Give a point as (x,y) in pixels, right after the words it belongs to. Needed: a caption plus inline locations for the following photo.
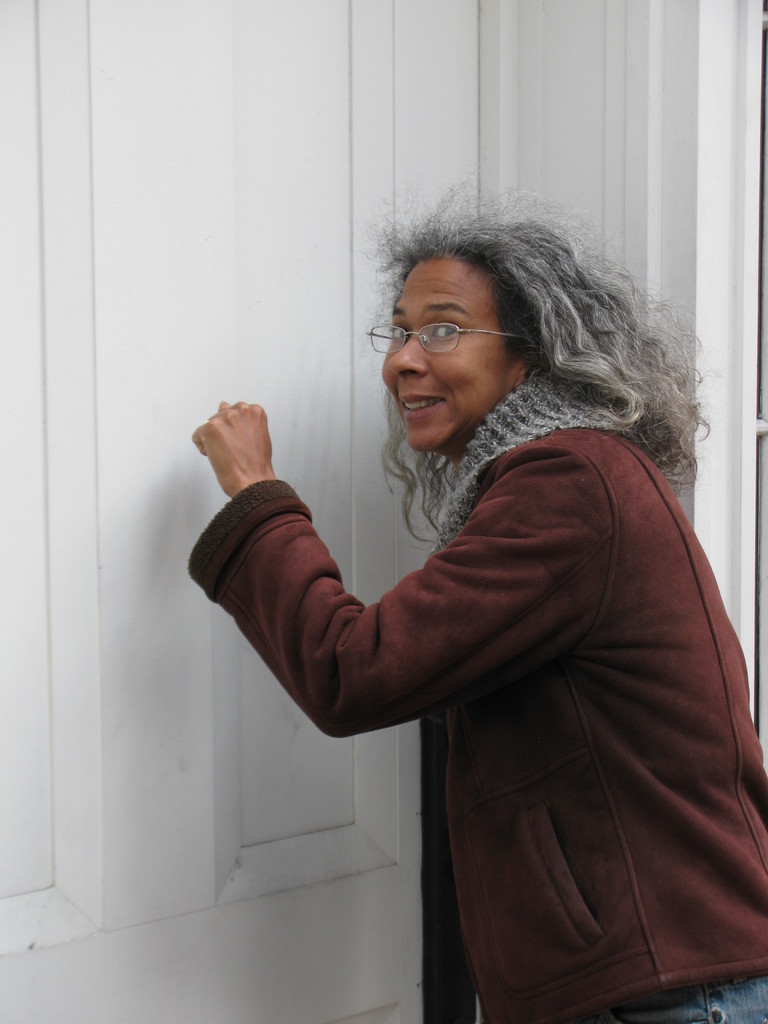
In this picture I can see a person (617,501) standing with spectacles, and in the background (48,1016) there is a door (135,209).
